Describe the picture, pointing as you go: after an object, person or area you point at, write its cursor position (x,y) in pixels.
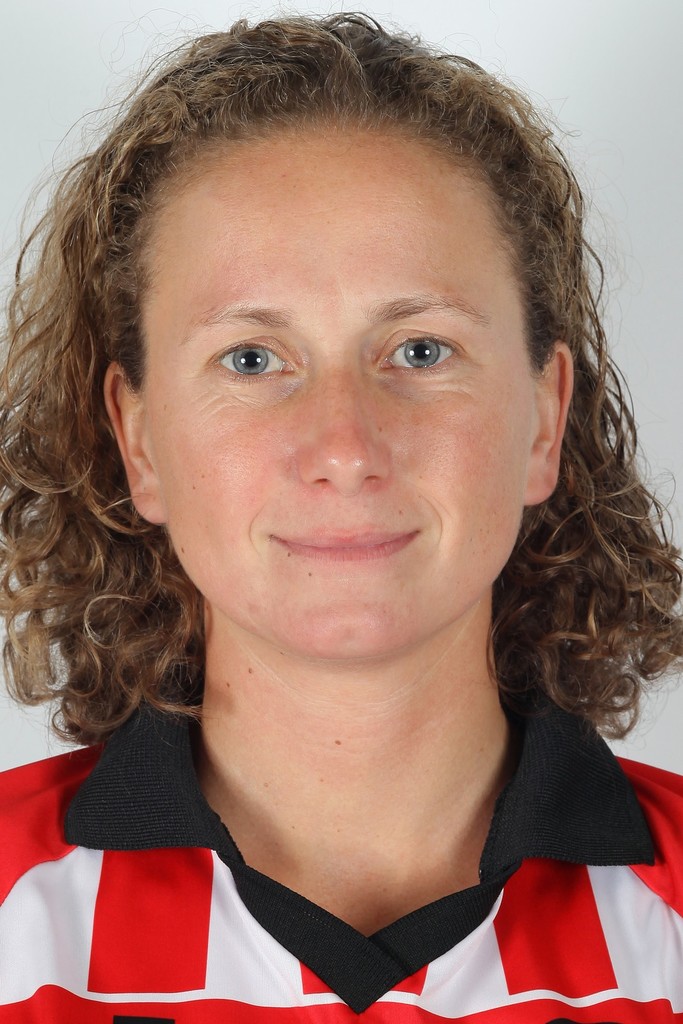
A woman (271,941) is there, she wore a red and white color dress (186,970).
